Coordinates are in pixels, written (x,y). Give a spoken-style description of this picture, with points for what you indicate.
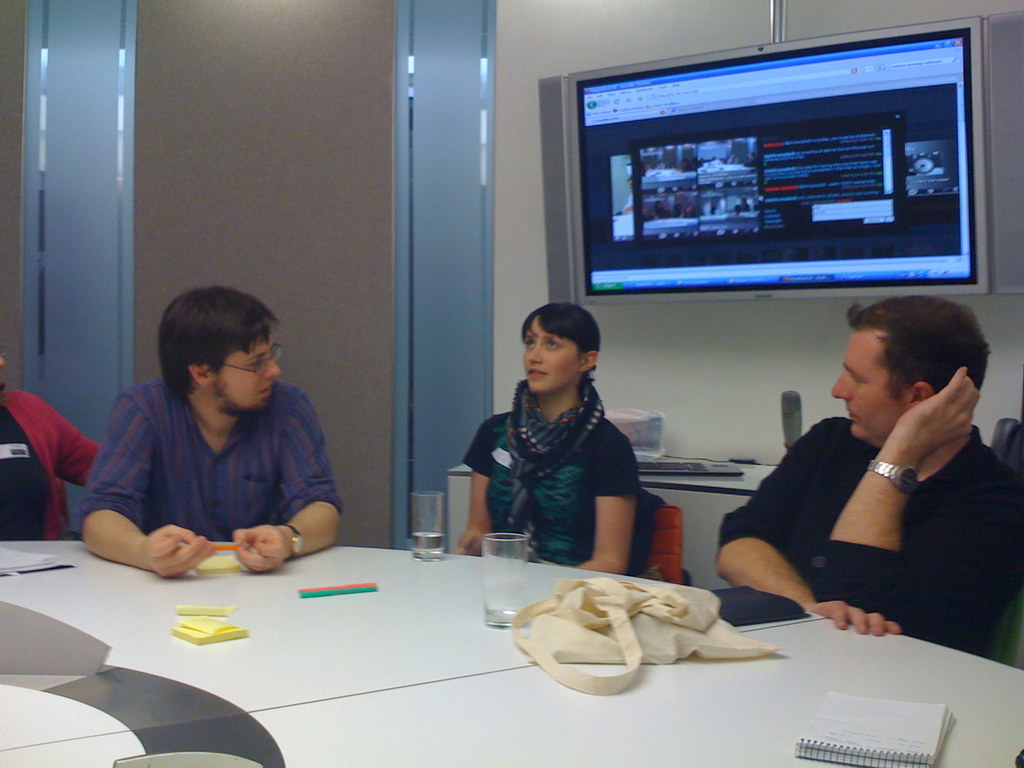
In this picture we can see man (249,406) sitting on chair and beside man (903,360) and woman (553,450) are sitting and this woman (540,443) wore scarf (536,437) to her neck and in front of them there is table (473,592) and on table (396,594) we can see book (867,724), bag (566,634), glass (490,596) and in here in background (189,6) we can see wall (316,145), screen (754,147), keyboard (697,463).
